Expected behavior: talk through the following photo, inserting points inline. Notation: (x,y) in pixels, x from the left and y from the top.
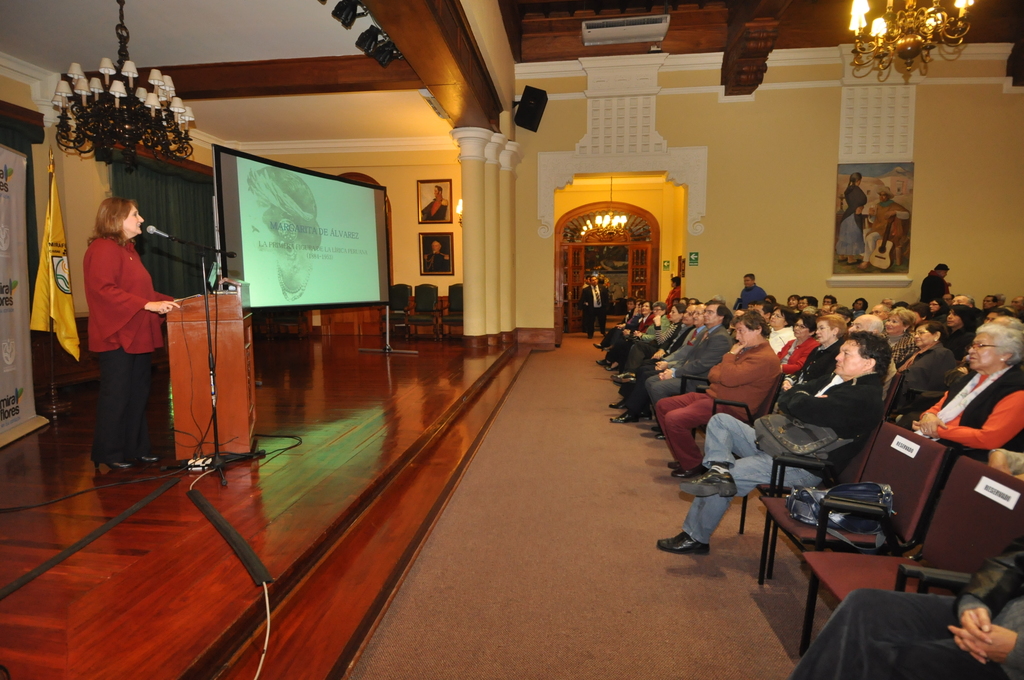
In this picture we can see group of people (775,349) are seated on the chair (900,498) in front of them a woman (108,272) is speaking with the help of microphone (150,228) and also we can find a projector screen (371,259) a flag (58,330) and couple of lights (374,47).
